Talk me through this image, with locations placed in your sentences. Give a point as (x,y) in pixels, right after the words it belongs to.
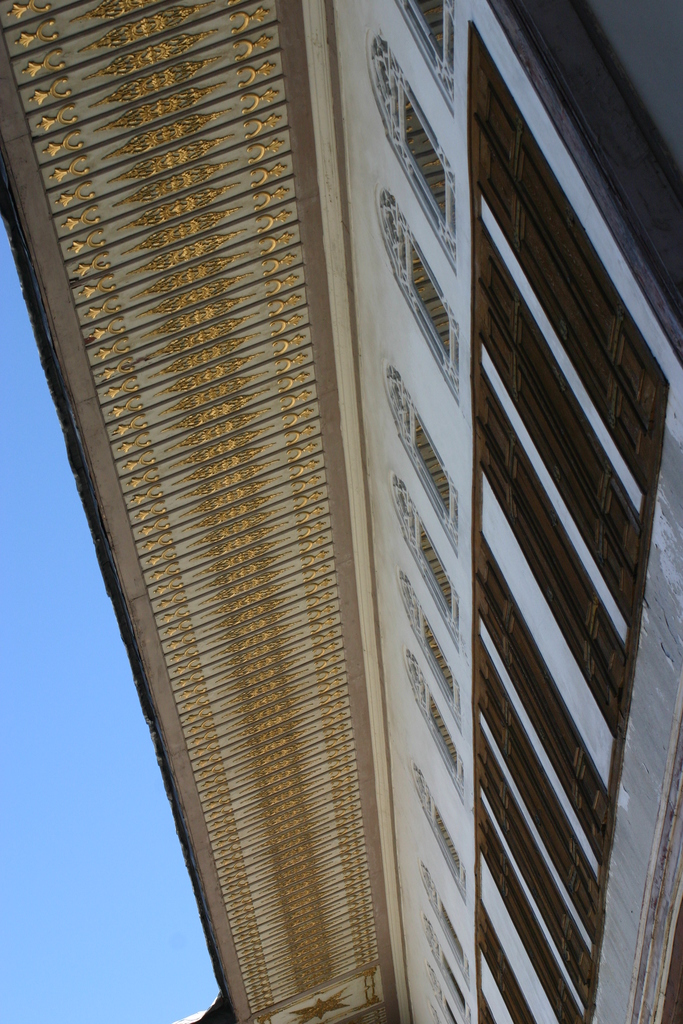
This is a picture of a building (170,671), and in the background (93,718) there is sky (63,782).
